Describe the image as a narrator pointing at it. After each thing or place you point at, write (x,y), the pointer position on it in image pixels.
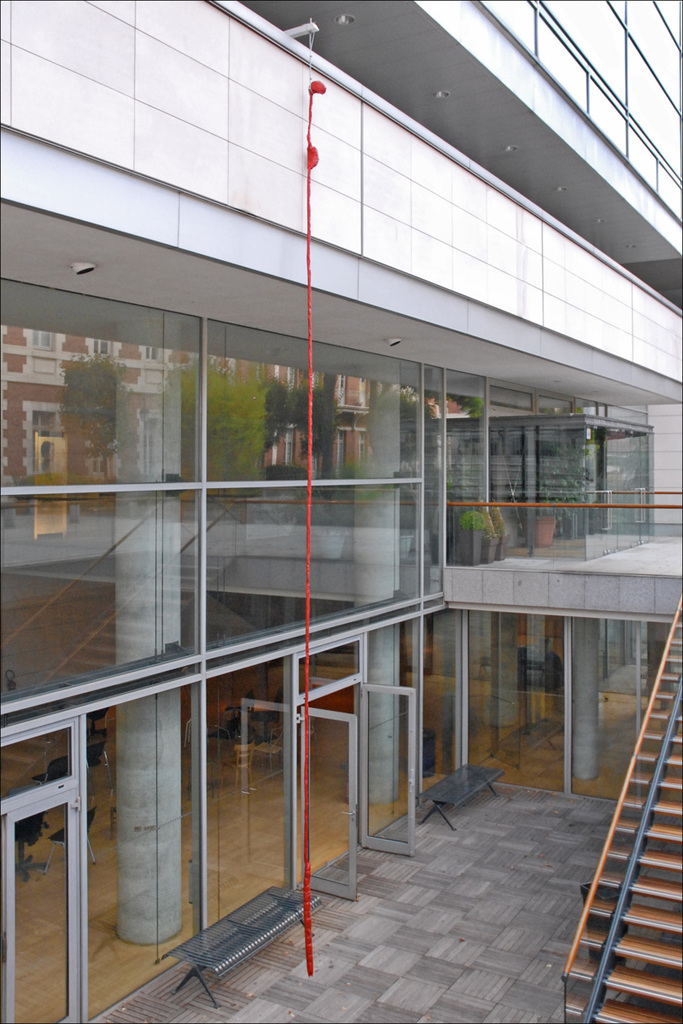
In the picture we can see stairs (680,837), glass doors (362,734), windows (504,757) and benches (167,952) here. Here we can see the pillars (131,737), chairs (67,770) inside the building (381,460). Here we can see the reflection (375,403) of trees (241,476) and building (35,459) on the glass doors (37,1007).
